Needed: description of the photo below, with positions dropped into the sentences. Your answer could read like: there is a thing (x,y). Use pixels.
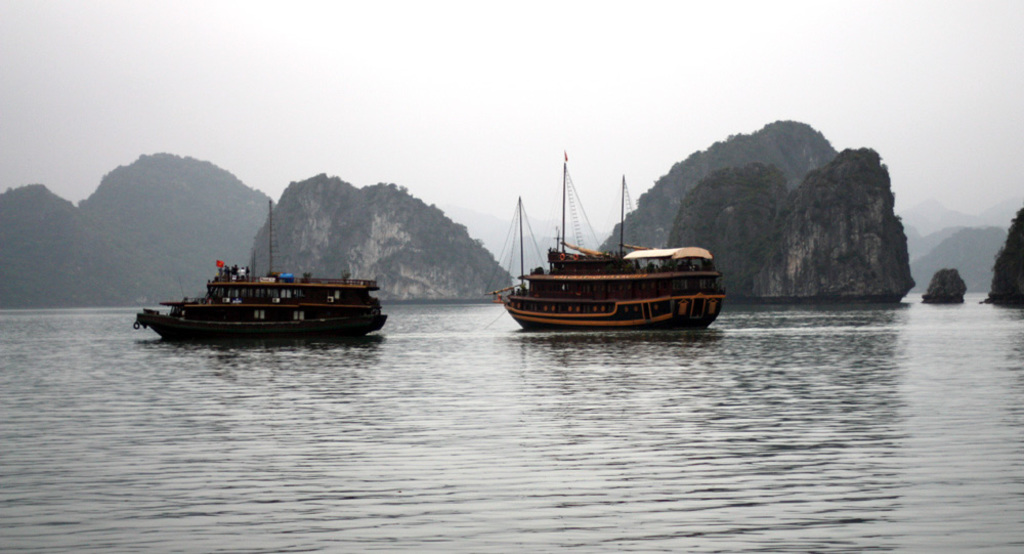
In this image I can see water (353,417) and in it I can see brown colour boats (538,284). I can also see few people (248,268) and a red colour flag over there.
